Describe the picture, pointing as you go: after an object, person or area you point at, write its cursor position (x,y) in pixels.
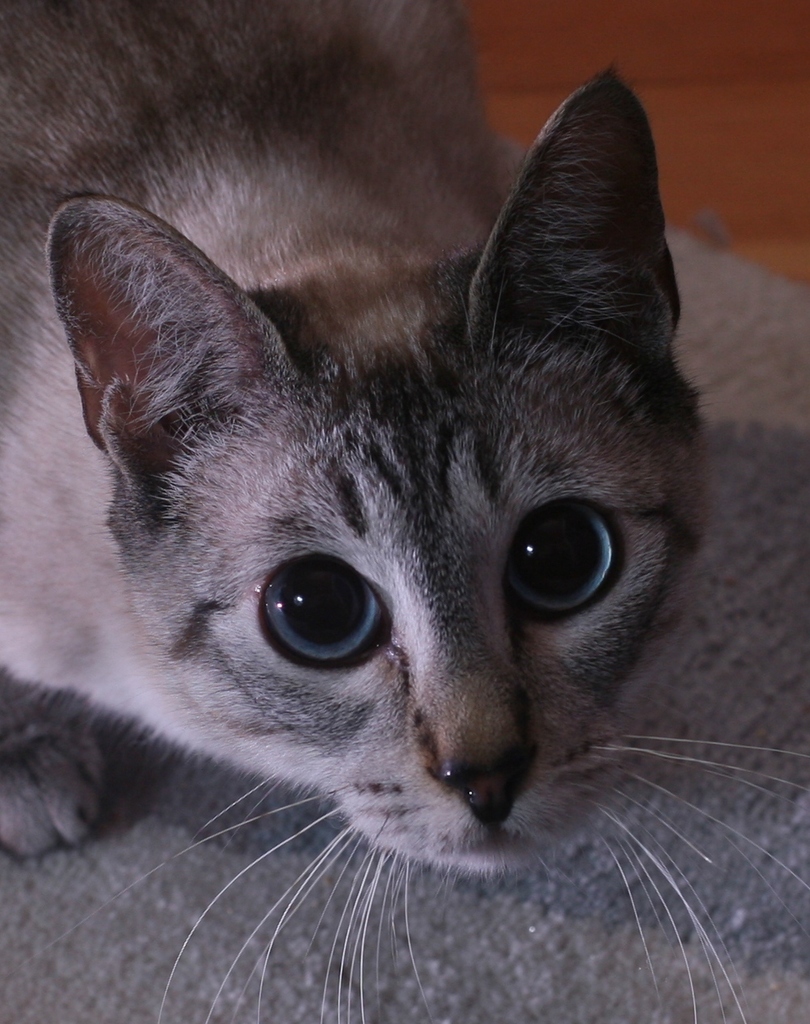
In the center of image (391,659) we can see a cat (323,542). At the bottom (232,928) there is a floor mat (754,858) placed on the floor (746,157).
